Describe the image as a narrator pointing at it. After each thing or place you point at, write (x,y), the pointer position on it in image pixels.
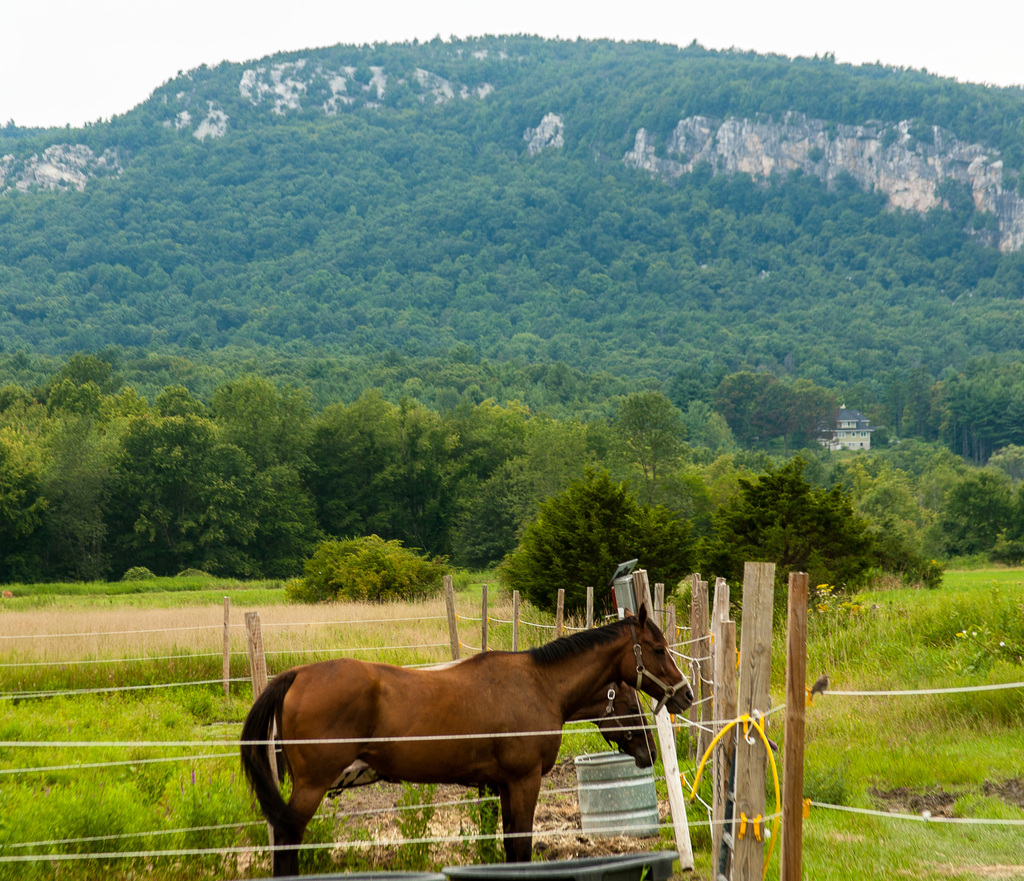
In this image there are two horses (454,684) standing on the ground (379,787). There is a fence (746,626) around them. In the background (502,238) there are hills (415,222) on which there are trees (515,181) and stones (796,155). At the bottom (129,792) there is grass (90,835).
